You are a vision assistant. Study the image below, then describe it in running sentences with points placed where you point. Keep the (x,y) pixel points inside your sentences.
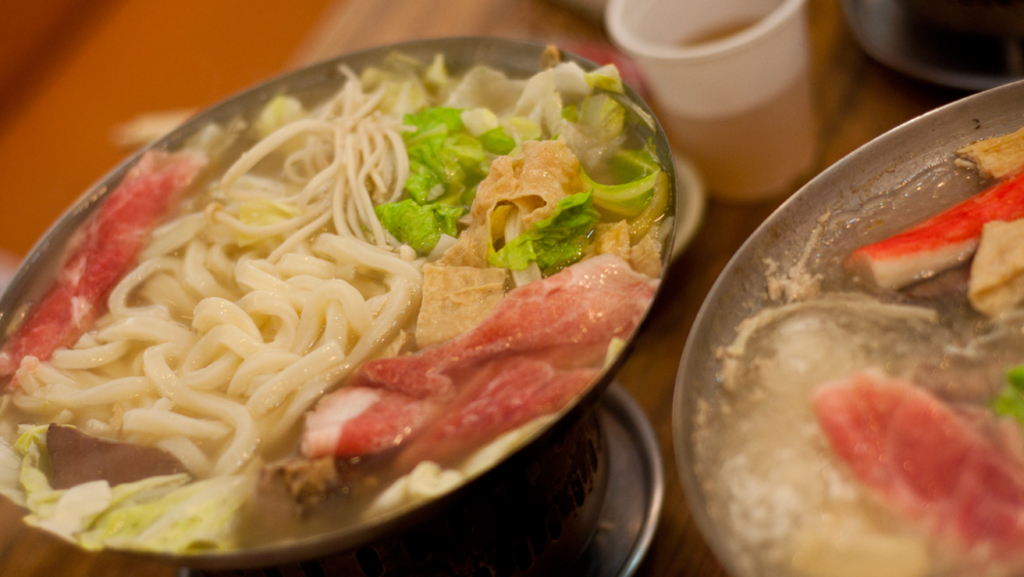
In the image there is spaghetti bowl (312,326) with meat (510,326) and veggies (253,219) and there is a plate (700,486) of food (1007,141) beside it on a table (329,47) with a glass (777,136) on it.
